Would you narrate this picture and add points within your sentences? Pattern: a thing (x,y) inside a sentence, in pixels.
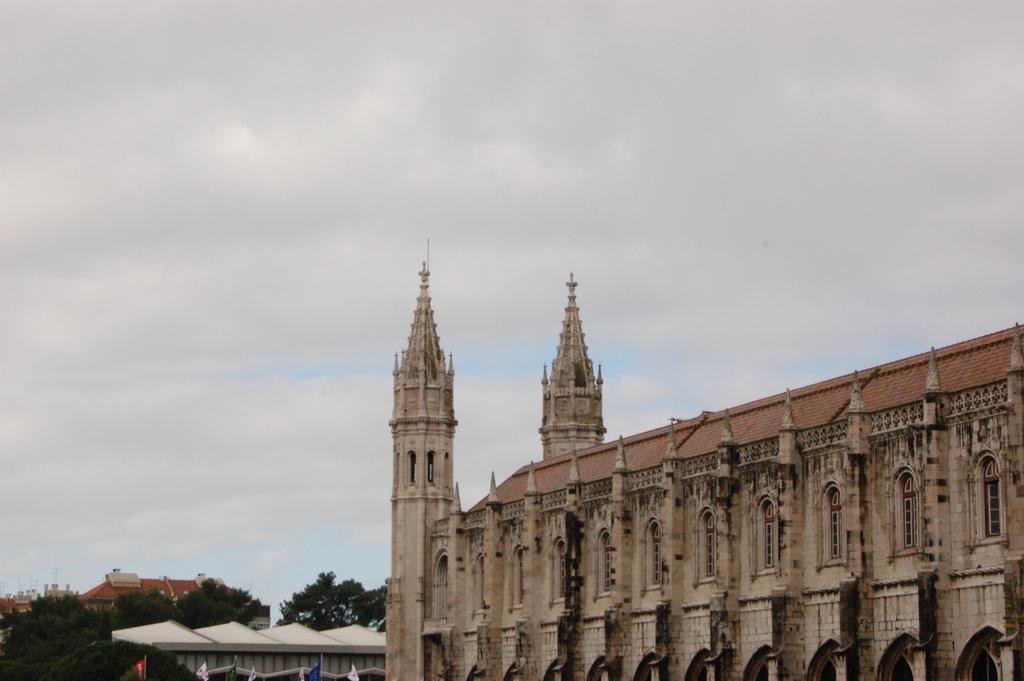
In this image I can see on the right side (790,595) there is a building (742,599). On the left side (33,635) there are trees (233,619), at the top (471,146) it is the cloudy sky (592,185).
